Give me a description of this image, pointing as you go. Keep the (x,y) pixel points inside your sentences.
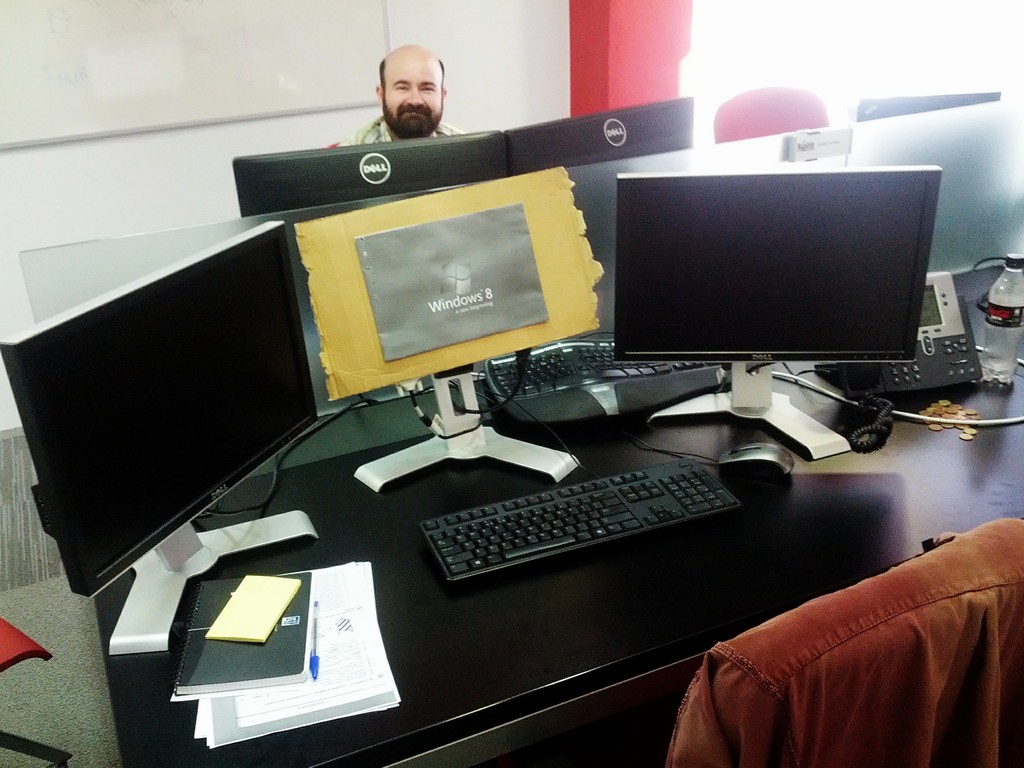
This picture shows three monitors (103,404) and a couple of keyboards (690,375) notebook (223,658) and telephone (932,354) and water bottle (1002,357) on the table (643,537) and we see couple of chairs (810,121) and we see other man (436,123) seated in front of two monitors (633,138) and we see a whiteboard (372,57) back of him.
